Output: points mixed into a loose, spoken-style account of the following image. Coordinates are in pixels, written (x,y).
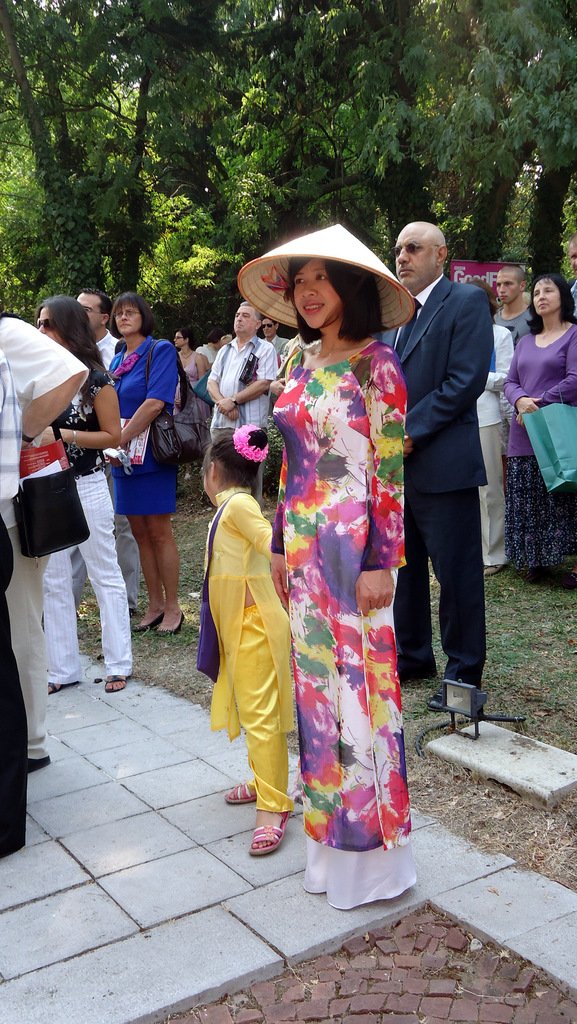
This picture shows few people (241,341) are standing and we see few of them wore handbags (181,457) and a woman (530,444) holding a paper bag (548,442) and we see trees (546,212) and a woman (356,765) wore a cap (403,306) on her head (365,294) and we see grass (528,673) on the ground (188,577) and another woman (131,423) holding book (138,445) in her hand (127,432).
